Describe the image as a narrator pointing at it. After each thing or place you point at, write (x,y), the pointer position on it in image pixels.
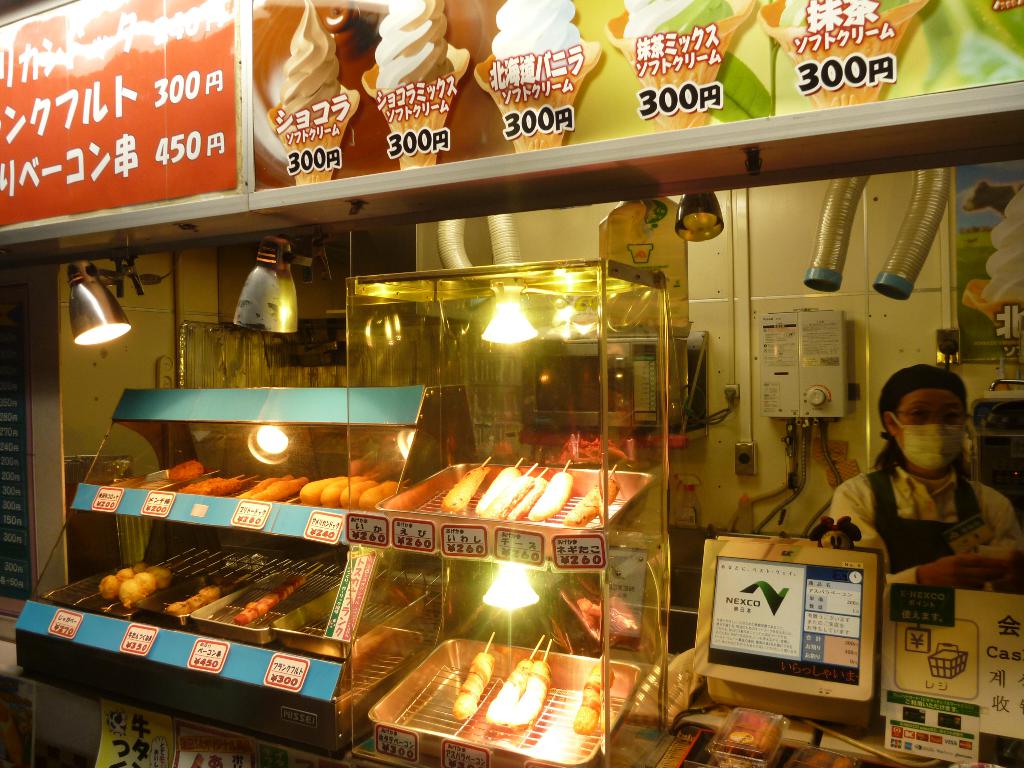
In this image I see boards (376,55) on which there are pictures (498,53) of ice creams (713,5) and I see something is written and I see the glass containers (373,400) over here on which there is food (456,483) and I see the lights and I see a woman (911,434) over here and I see a monitor (786,596) over here and I see few equipment (788,350).
